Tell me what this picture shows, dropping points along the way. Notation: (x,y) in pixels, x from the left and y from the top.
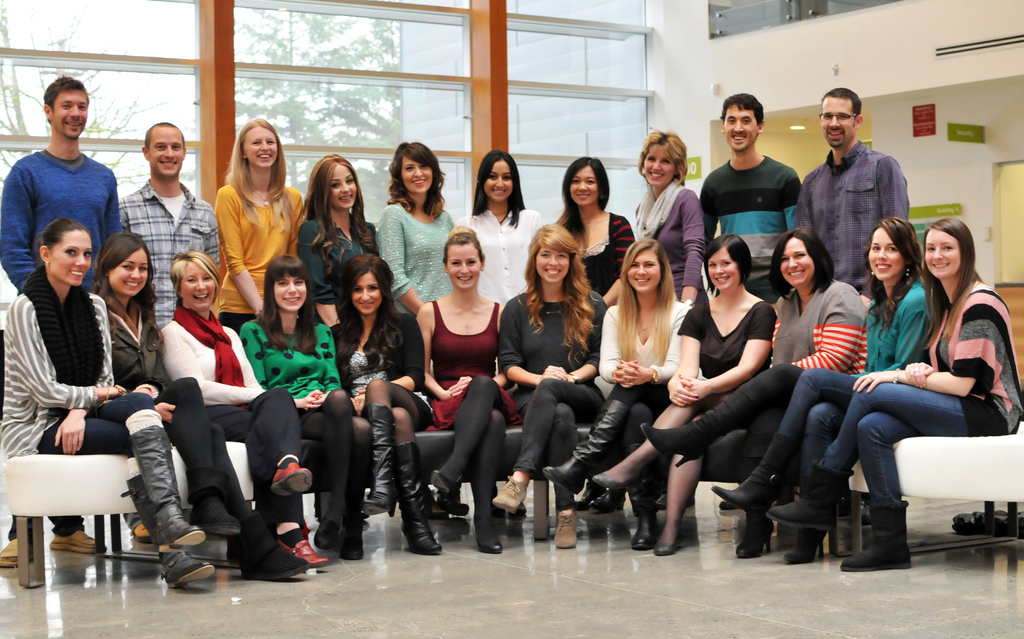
In this image in the center (561,342) there are some people (382,316) sitting and some of them are standing and they are smiling. At the bottom (123,595) there is floor (954,506), and in the background (11,89) there are glass doors (403,68), poles (215,17), and some boards (947,126), door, wall (799,78) and through the glass doors (168,103) we could see some trees (260,53) and sky (156,43).
